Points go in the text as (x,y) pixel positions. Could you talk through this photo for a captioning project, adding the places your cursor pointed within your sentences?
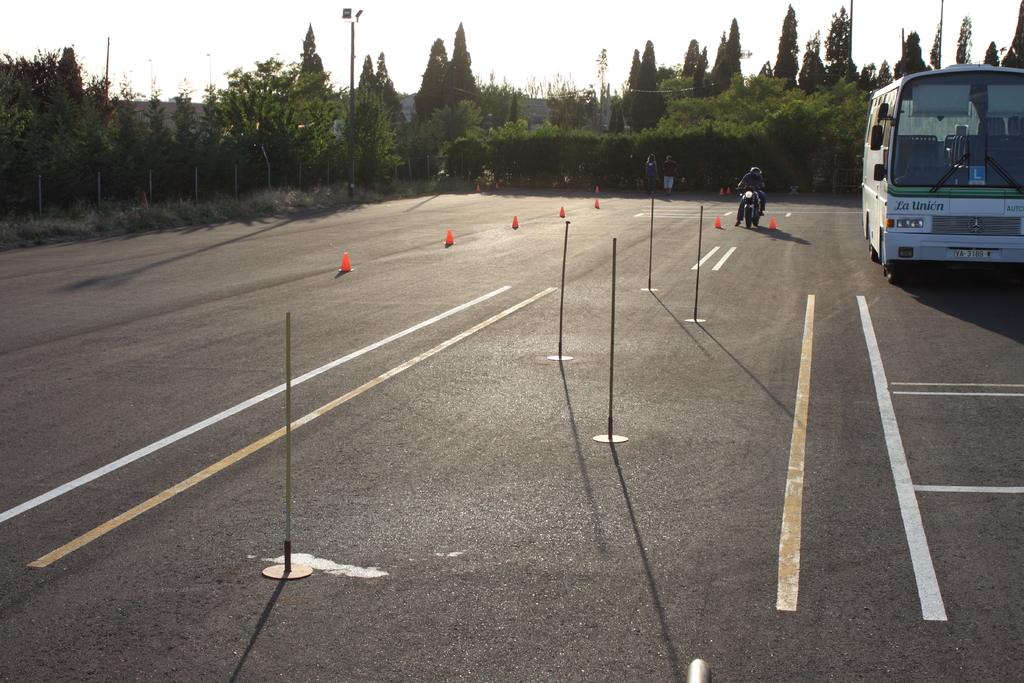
In this picture we can see the view of the road (762,404). On the right side (971,235) there is a white bus (939,211) is parked and a person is riding a bike (757,217) on the road (689,224). Behind there are many trees (737,138) and on the top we can see sky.
